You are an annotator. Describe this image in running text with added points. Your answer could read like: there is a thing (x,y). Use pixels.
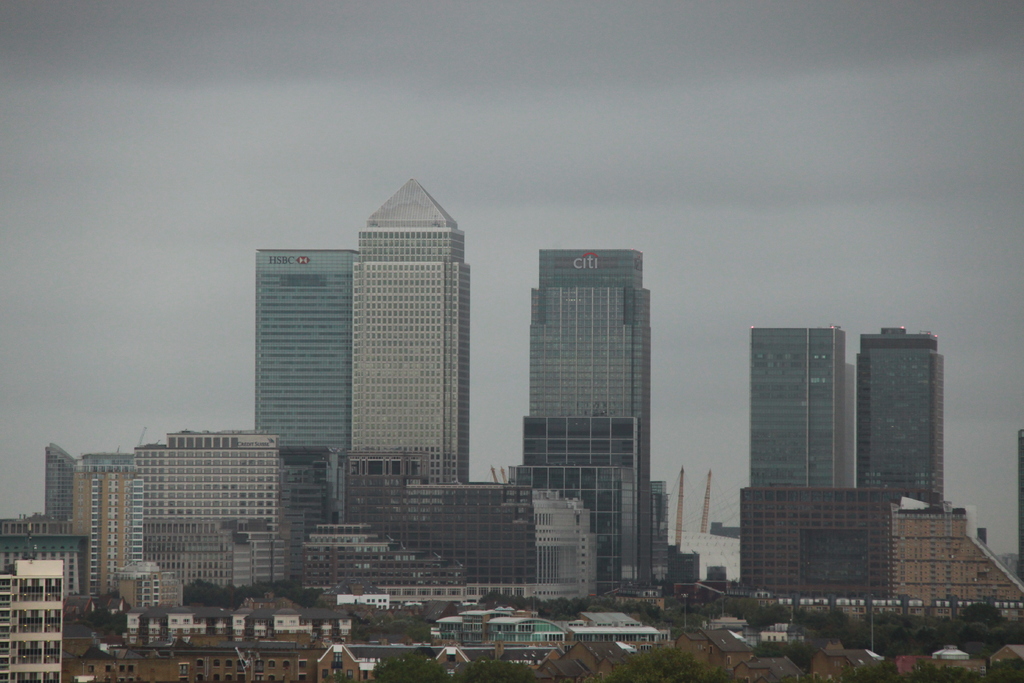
In this picture we can see many buildings (531,580), few poles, trees (810,635) and towers (781,334) in the background (113,463).
